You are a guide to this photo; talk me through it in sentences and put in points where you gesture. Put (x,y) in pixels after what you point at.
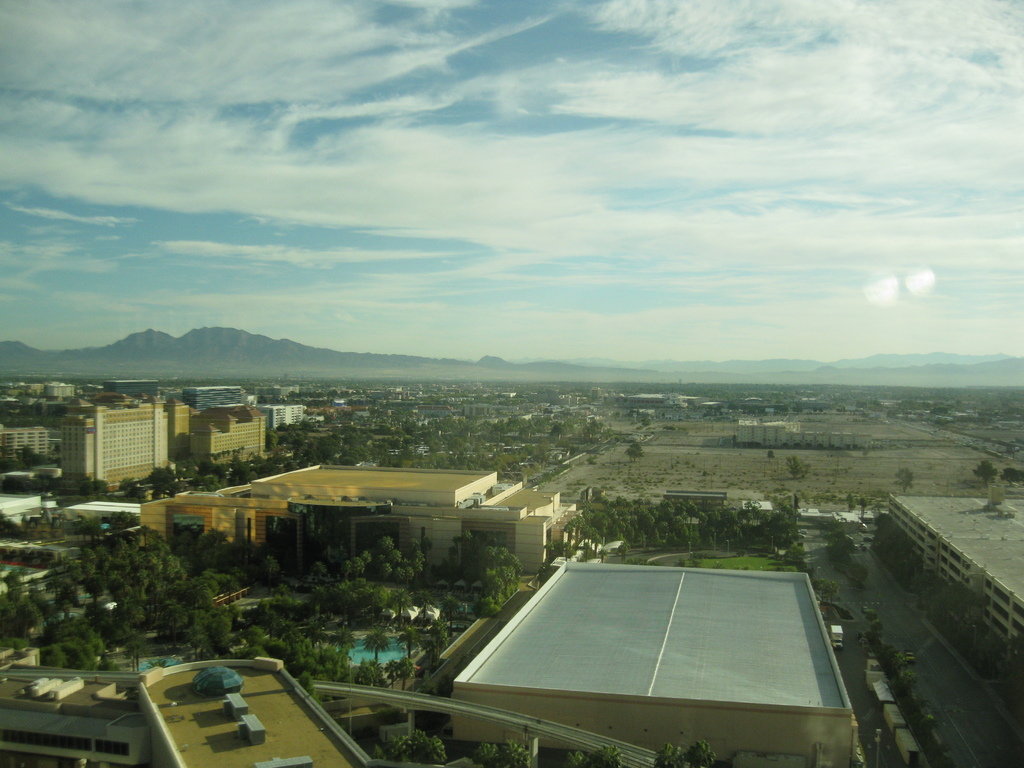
In this image, there are a few buildings (292,531), trees (442,646). We can see the ground (871,759) with some objects (871,674). There are a few vehicles (908,751), hills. We can also see some grass (735,559) and the sky (402,345) with clouds (308,327).
